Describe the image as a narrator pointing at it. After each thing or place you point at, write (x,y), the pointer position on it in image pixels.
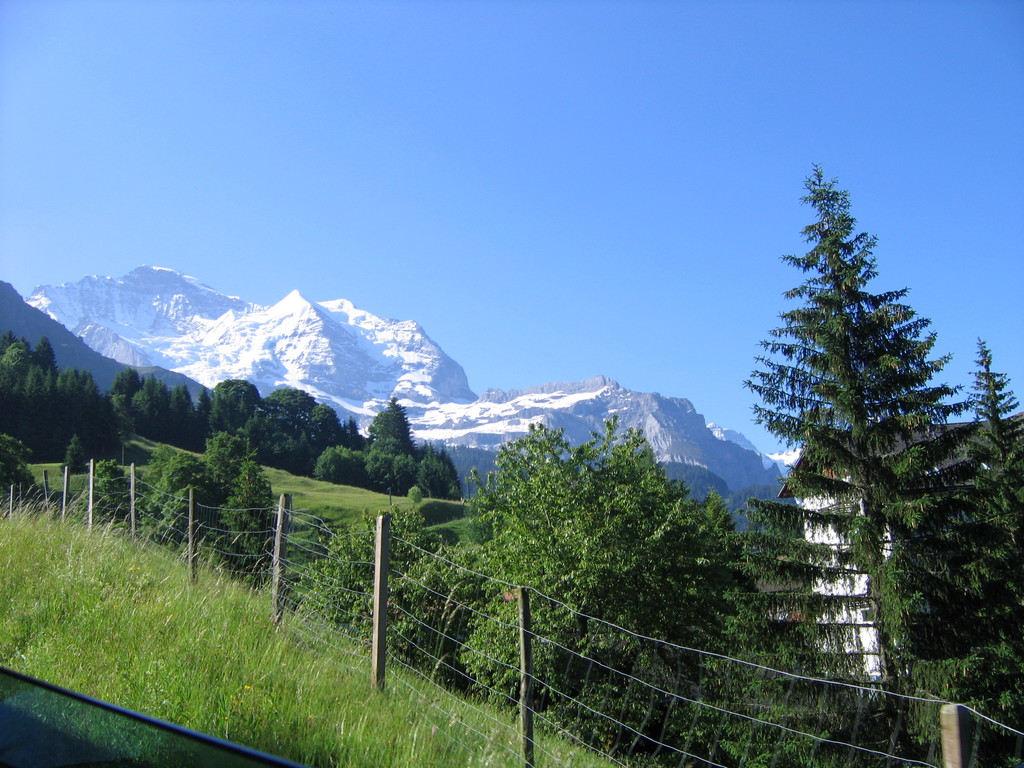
In this image we can see the mountains (656,441), hills (3,325), trees (370,445), grass (98,620) and also the fence (980,715). We can also see the sky (552,63).
